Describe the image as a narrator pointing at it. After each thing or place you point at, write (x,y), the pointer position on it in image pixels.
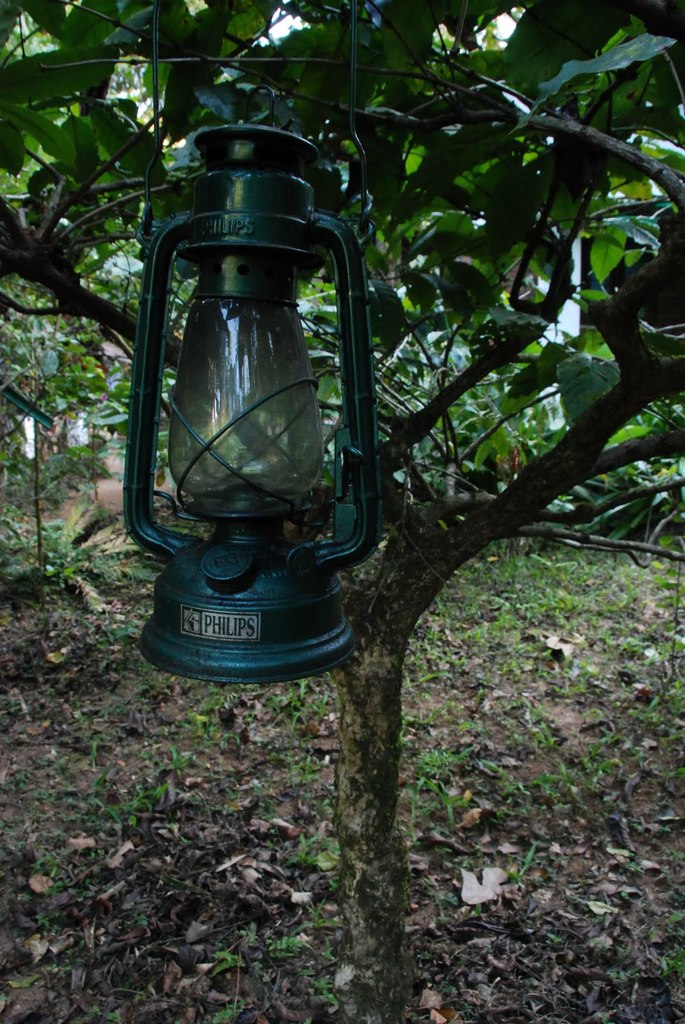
In this picture we can see a lantern (269,464) and few trees (384,489).
